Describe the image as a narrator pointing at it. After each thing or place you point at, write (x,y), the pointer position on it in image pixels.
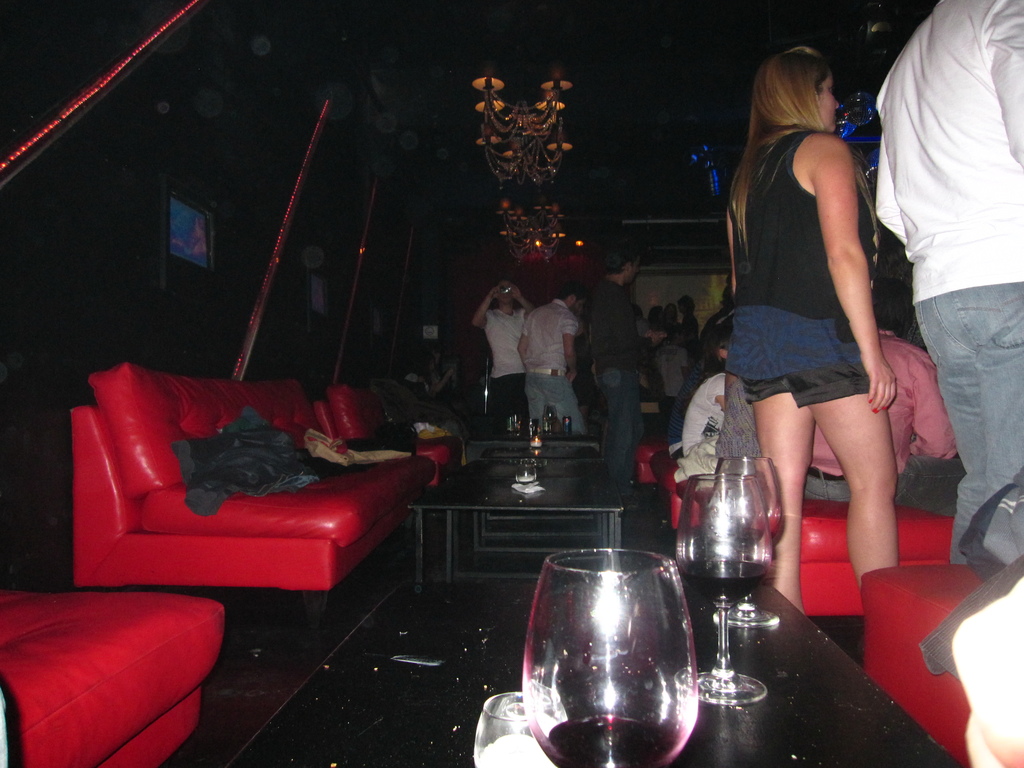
In this image there are group of people (801,303) and some of them are sitting and some of them are standing. On the left side (166,560) there are some red couches (193,570). And in the middle of the image (488,495) there are some tables (502,616) on that table (477,674) there are some glasses (567,585) are there and on the top (342,54) there is ceiling (511,86) and chandeliers (535,151) are there and on the top of the left corner (204,239) there are screens (188,248).
